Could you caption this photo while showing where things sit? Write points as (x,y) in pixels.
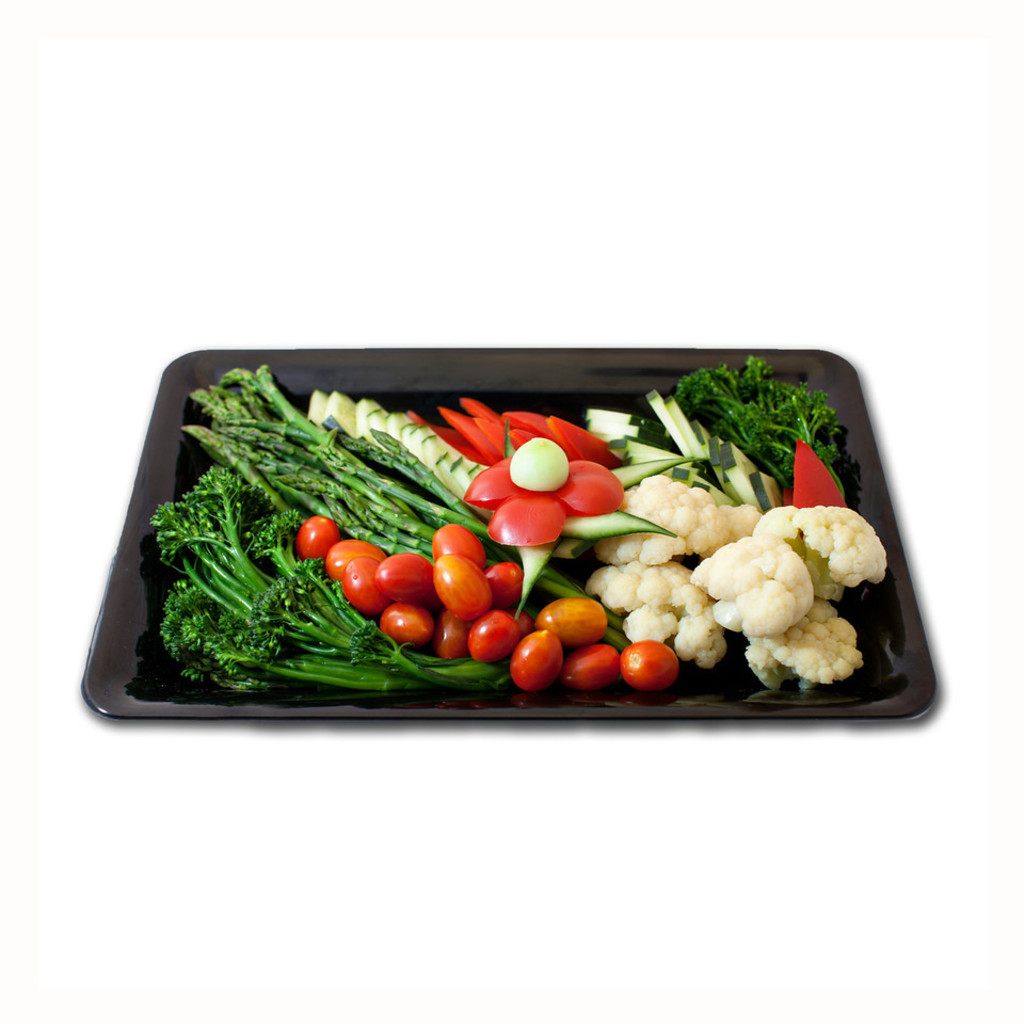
In this image there is a tray (745,694) with a few tomatoes (459,568), cauliflower (683,539), cucumber slices (623,468) and green vegetables (349,511) on it.
